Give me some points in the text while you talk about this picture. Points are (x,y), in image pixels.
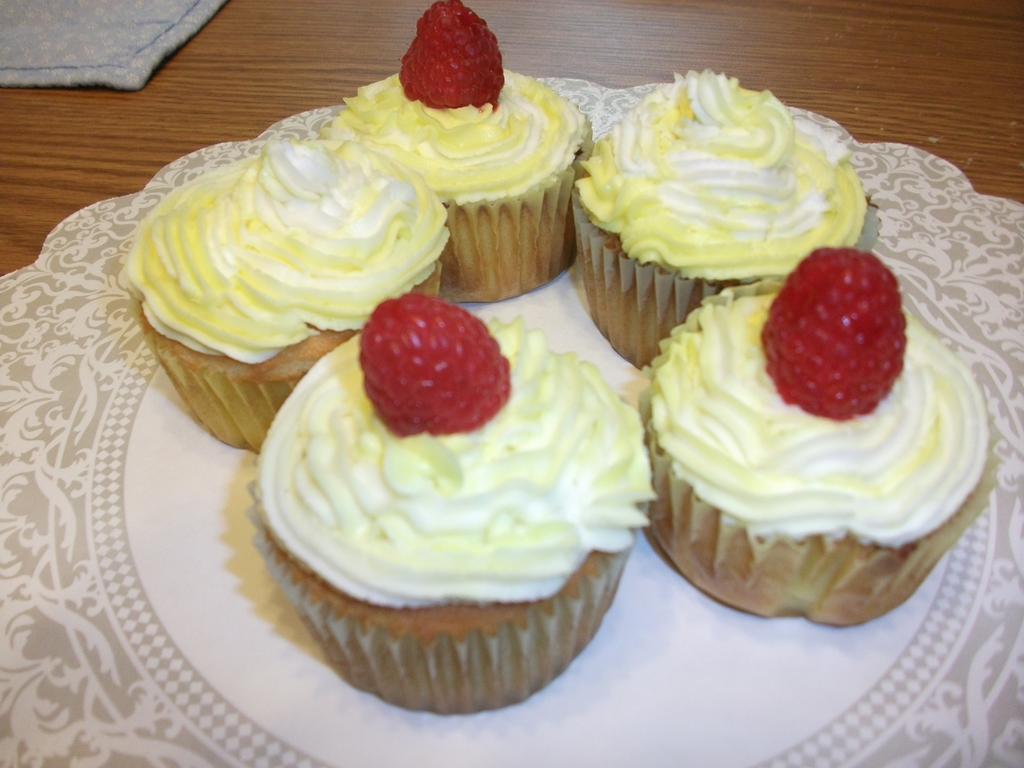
In this image there are muffins (703,308), cloth (101,46), plate (16,380) and berries (425,67) on the wooden surface (197,70). On the plate (116,507) there are muffins (626,484).
